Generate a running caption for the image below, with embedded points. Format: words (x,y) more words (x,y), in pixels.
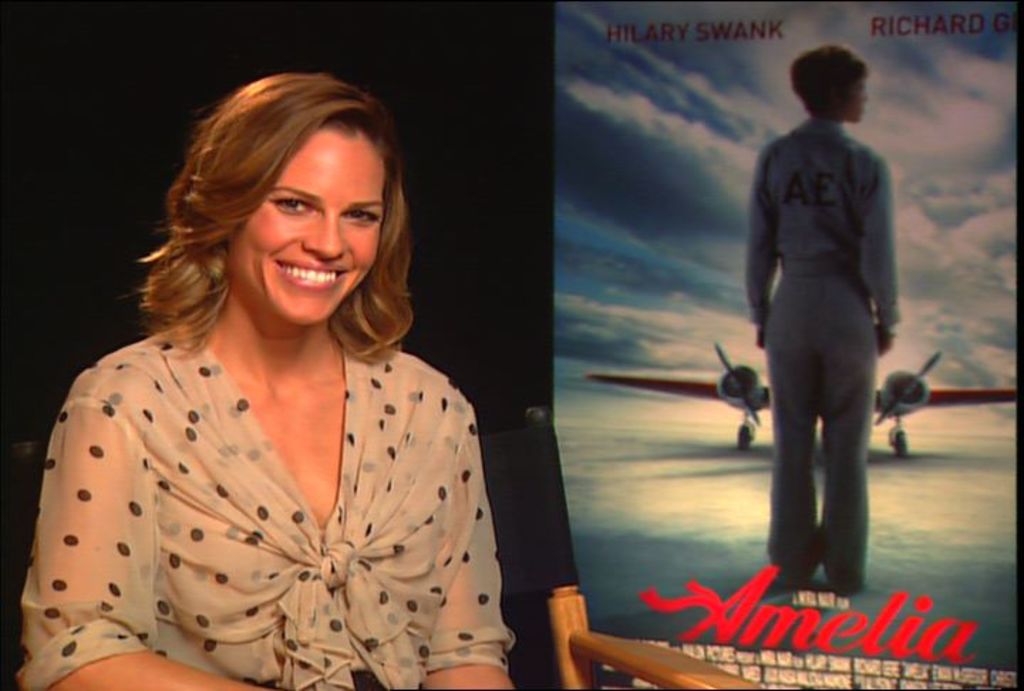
In this image, we can see a person (437,519) sitting on a chair (519,476). There is a poster (782,365) on the right side of the image (959,363) contains an airplane (899,404), person (758,183) and some text (730,666).
